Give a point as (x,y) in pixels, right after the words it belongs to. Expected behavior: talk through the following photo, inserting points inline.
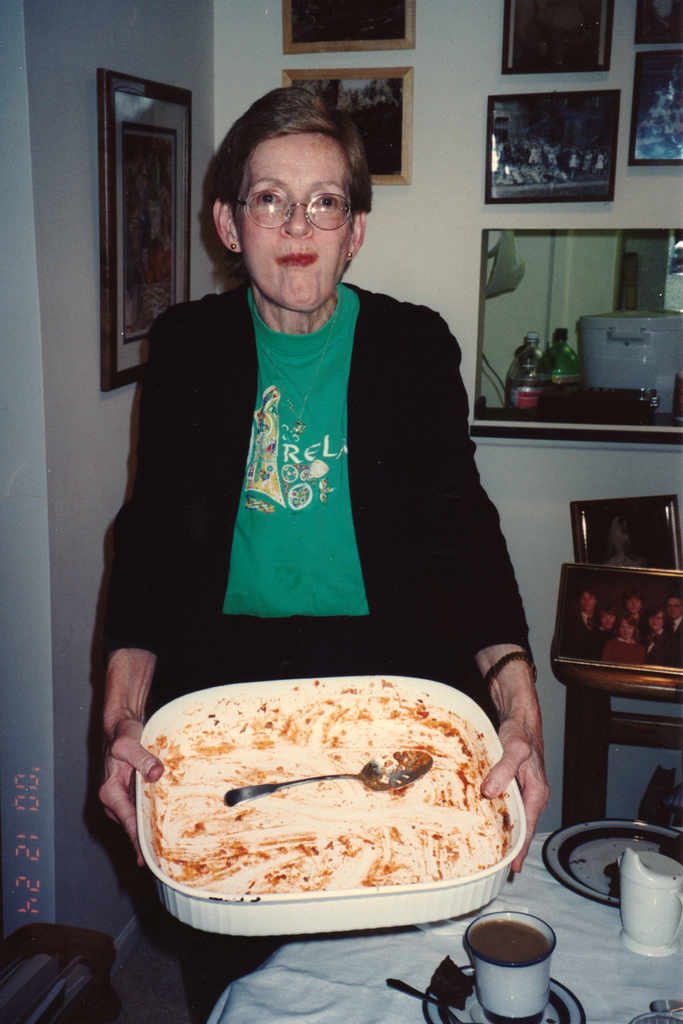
In the center of the image (409,399) there is a lady (474,589) holding a vessel (306,728) in her hands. She is wearing a black color dress (174,556). At the bottom of the image (543,919) there is a table (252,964) on which there are objects (533,916) and a white color cloth (378,959). In the background of the image (679,184) there is a wall (204,45) on which there are photo frames (410,48).
